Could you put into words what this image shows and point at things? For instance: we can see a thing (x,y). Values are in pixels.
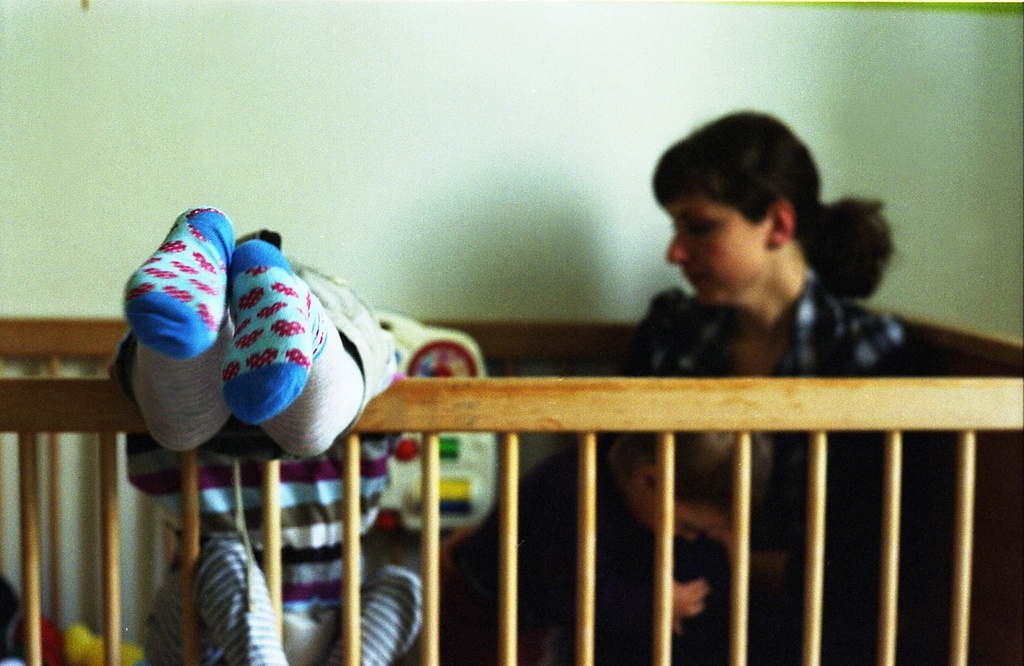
This picture is clicked inside. On the left (258,425) there is a kid (265,587) and a person (709,313) seems to be sitting and we can see the wooden sticks (542,416). In the background (499,118) there is a wall (574,136).
